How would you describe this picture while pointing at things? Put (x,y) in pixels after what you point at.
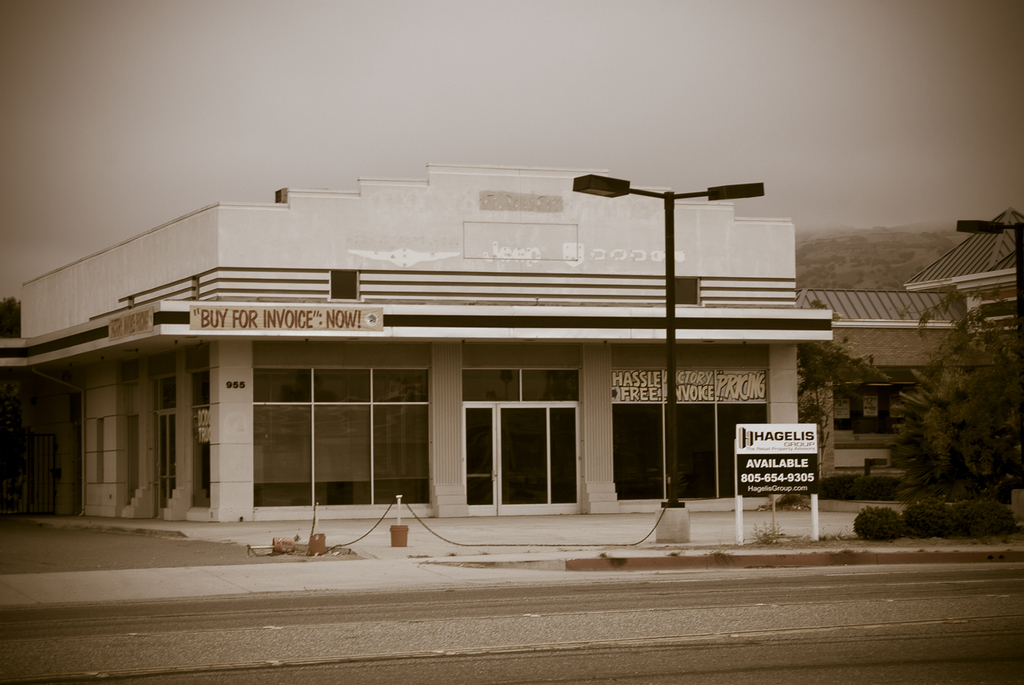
In this image, we can see a building (602,330). There is a pole (675,395) and board (753,471) in the middle of the image (676,348). There are trees (936,374) and plants (932,506) on the right side of the image (960,517). There is a road (402,611) at the bottom of the image (625,642). There is a sky (655,113) at the top of the image (552,92).
